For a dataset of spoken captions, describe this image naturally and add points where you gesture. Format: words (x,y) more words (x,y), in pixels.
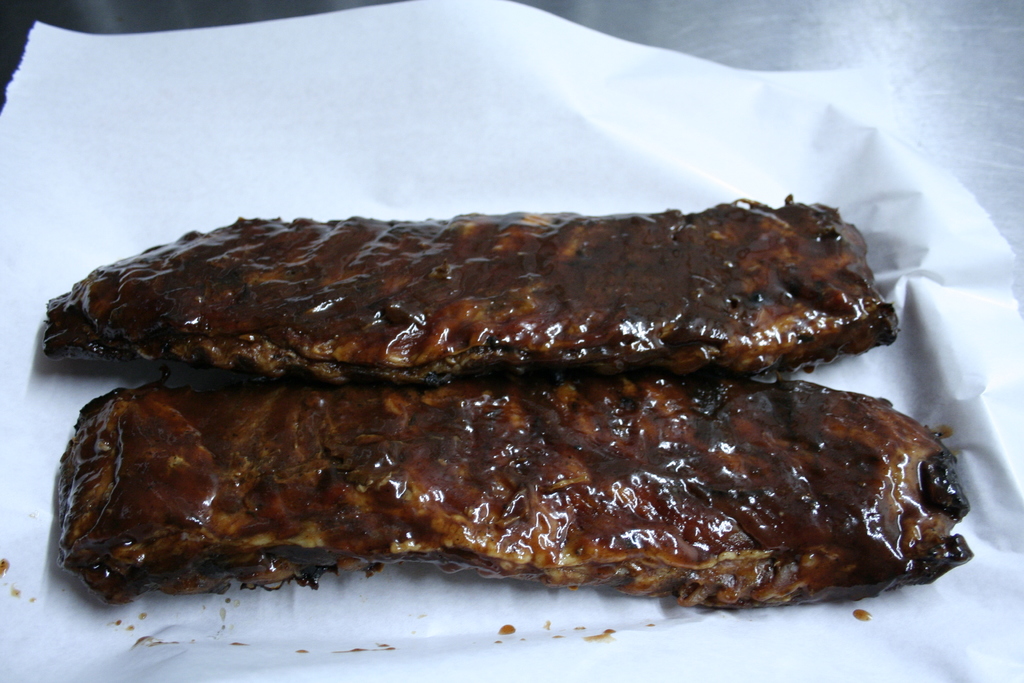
In this I can see food (471,335) on the white paper (624,209). White paper (857,203) is on the surface (931,125).
